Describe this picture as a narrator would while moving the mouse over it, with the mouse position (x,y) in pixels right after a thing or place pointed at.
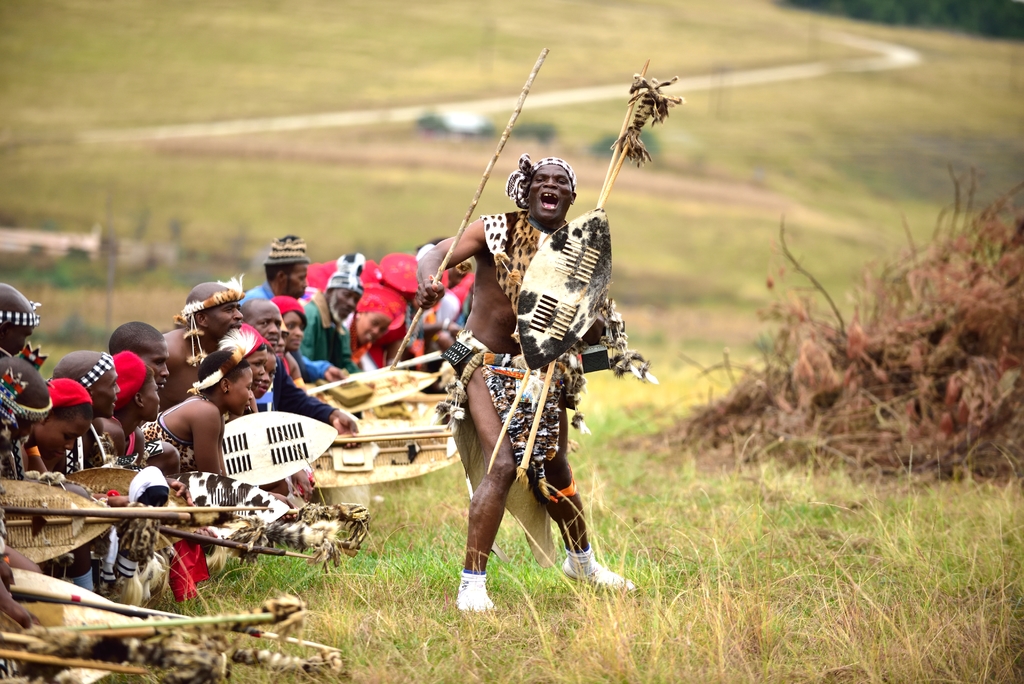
In the middle (532,401) a man (532,401) is standing and performing different action. On the left side (303,479) a group of persons (283,411) are observing him. At the bottom (789,546) there is the grass (820,611).
